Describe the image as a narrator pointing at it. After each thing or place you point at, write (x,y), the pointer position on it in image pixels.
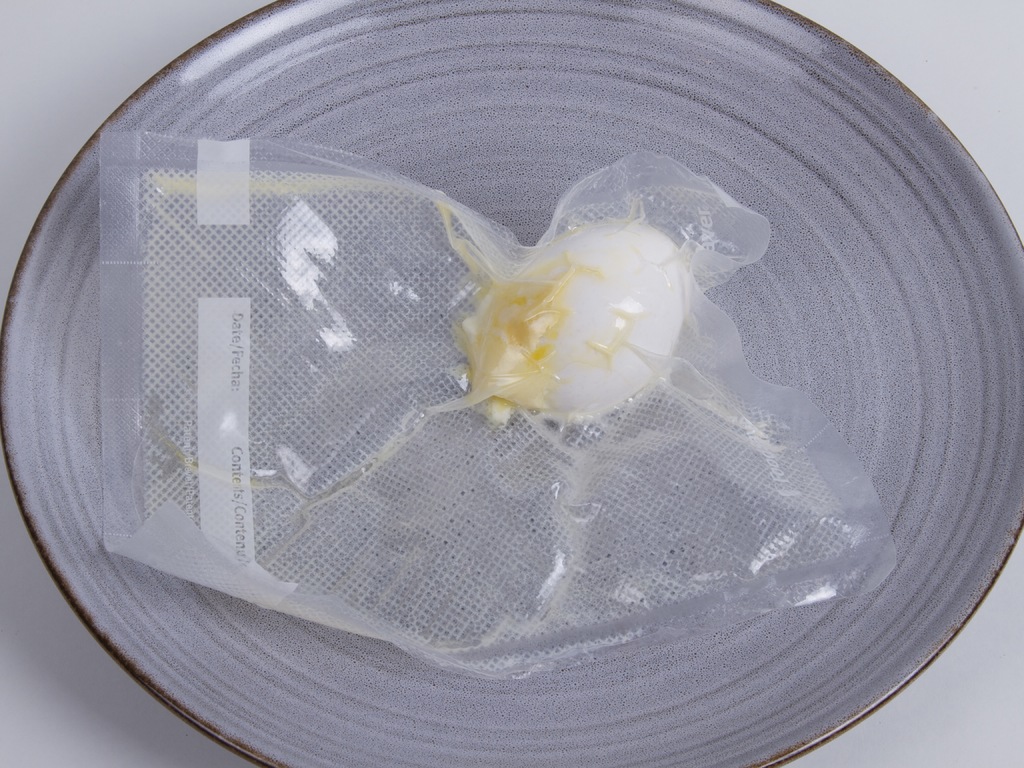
In this image I can see a bowl (748,163). In the bowl (607,722) there is an egg (518,323) inside the cover (346,396). The background (943,712) is in white color.
